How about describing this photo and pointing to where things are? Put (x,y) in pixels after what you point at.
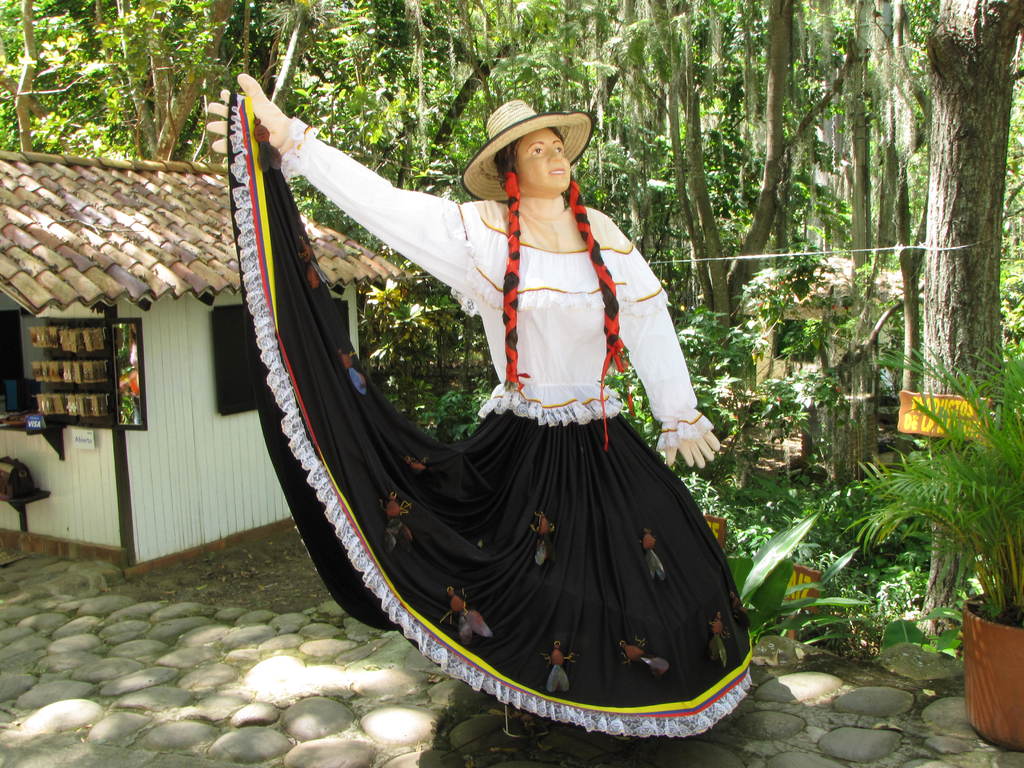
In this image we can see a statue (514,352) wearing a hat (488,154). In the back (128,294) there is a shed (121,294). Also there are trees (476,120). On the right side (989,544) there is a pot (999,647) with a plant (972,516). On the tree (930,319) there is a board (941,401) with something written.
